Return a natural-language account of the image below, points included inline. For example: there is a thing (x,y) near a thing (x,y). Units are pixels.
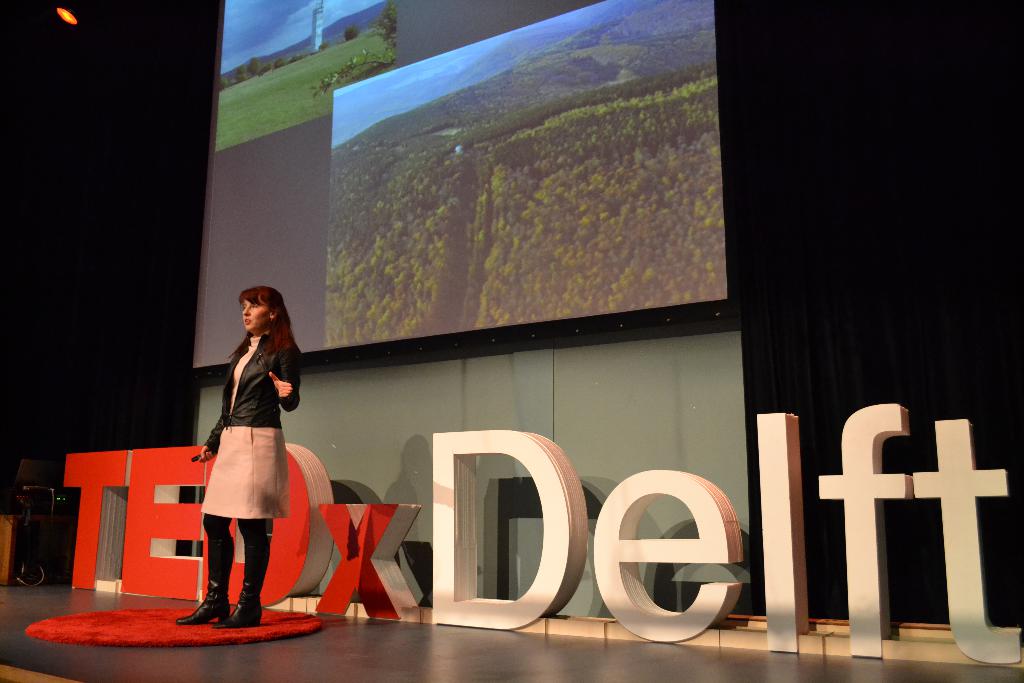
In this image there is one women (254,499) standing at left side of this image (246,389) is wearing black color jacket (263,391) and there is a screen (526,289) at top of this image (459,207) and there is a wall (454,380) in the background (577,374) and there is an object (180,564) with text (641,581) at bottom of this image (777,586).
